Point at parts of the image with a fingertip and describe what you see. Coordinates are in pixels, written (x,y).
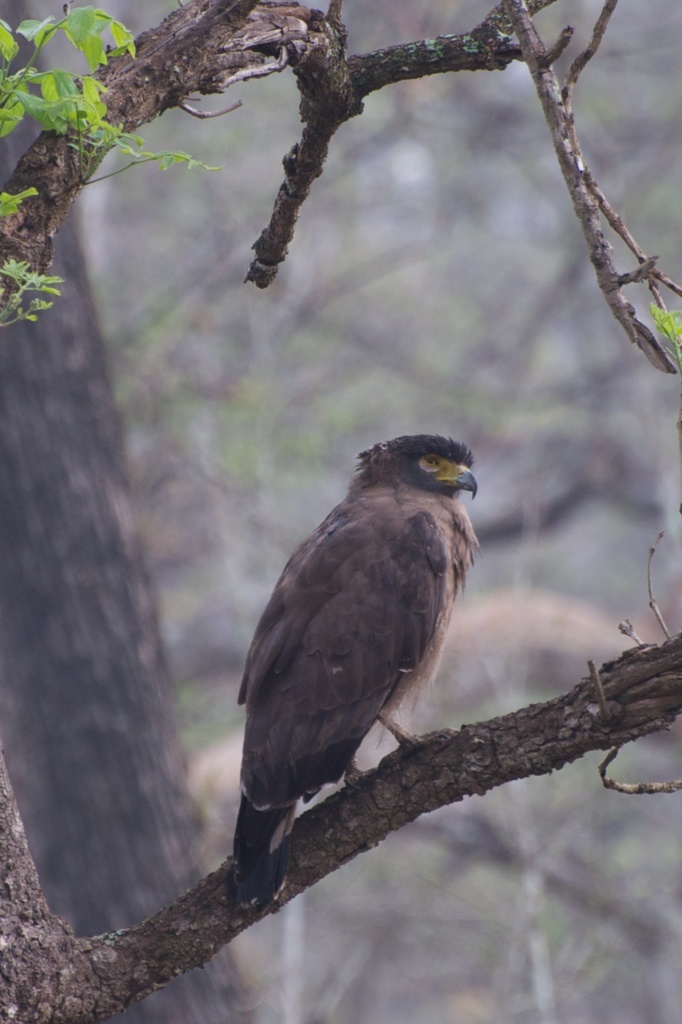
In this image, I can see a bird (399,742) on a branch (518,721). On the left side of the image (109,524), I can see a tree trunk (50,398) and the leaves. The background (450,284) is blurry.
